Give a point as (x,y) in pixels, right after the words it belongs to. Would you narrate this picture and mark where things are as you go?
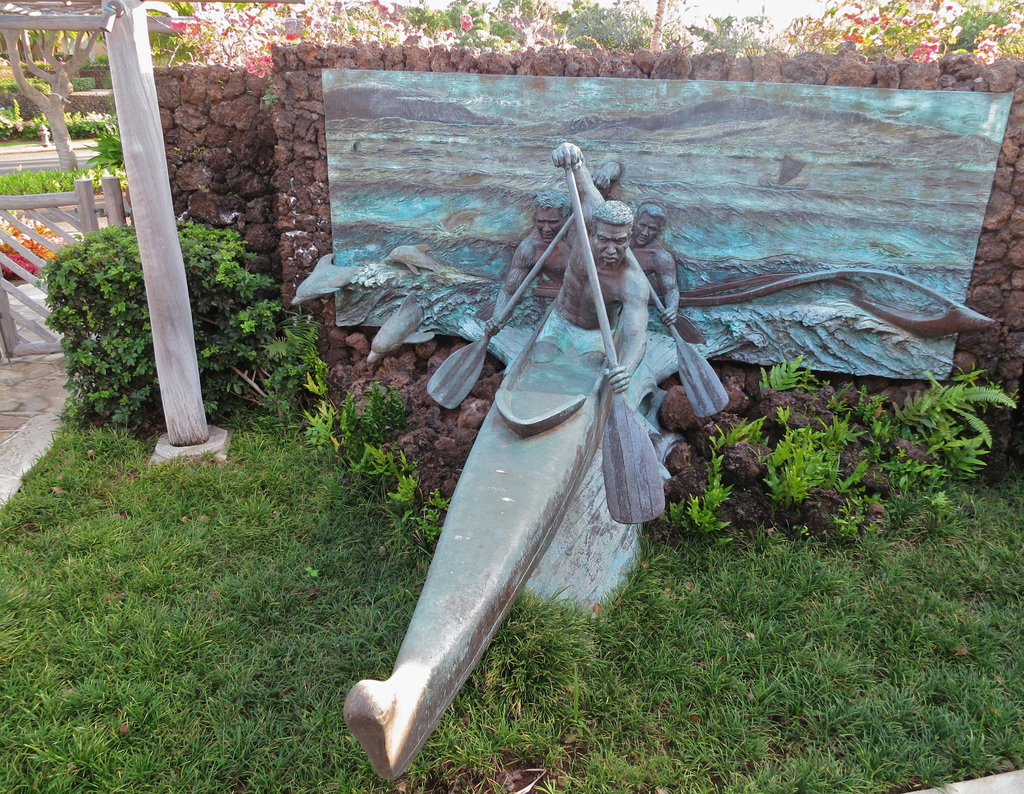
In the foreground (520,129) I can see a sculpture (600,181) of four persons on the boat (478,574), grass (606,689), plants (730,442) and a pillar (200,424). In the background (980,71) I can see a stone fence (229,133) and flowering plants (325,20). This image is taken may be in a park (341,613) during a day.
